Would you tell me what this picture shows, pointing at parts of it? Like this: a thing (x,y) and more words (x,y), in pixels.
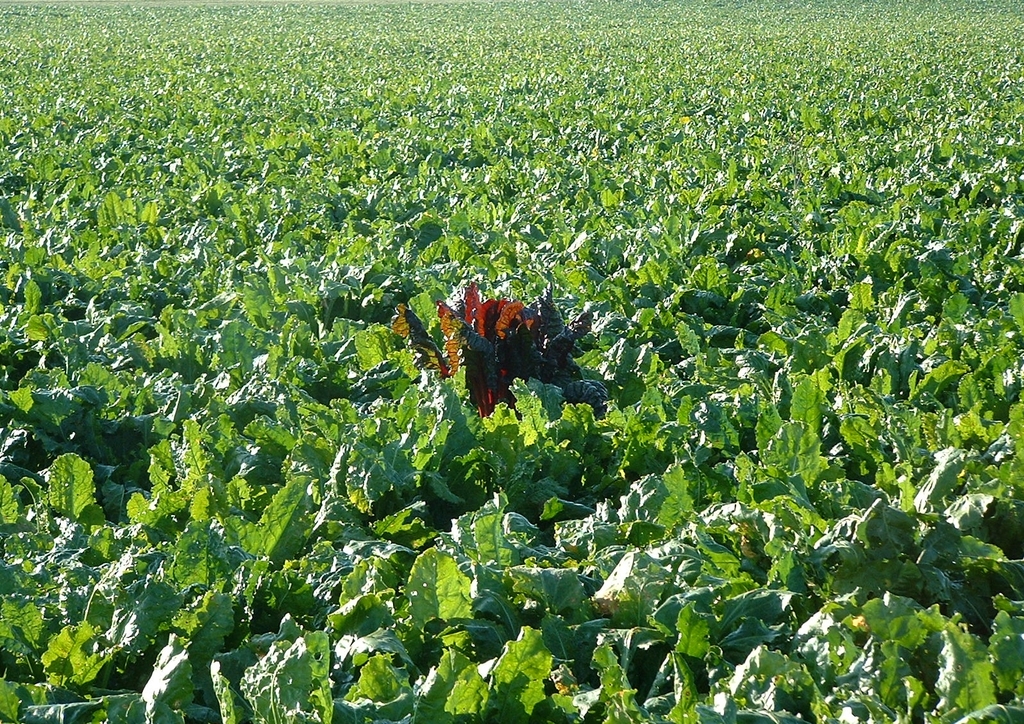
Here we can see green plants (786,4).
